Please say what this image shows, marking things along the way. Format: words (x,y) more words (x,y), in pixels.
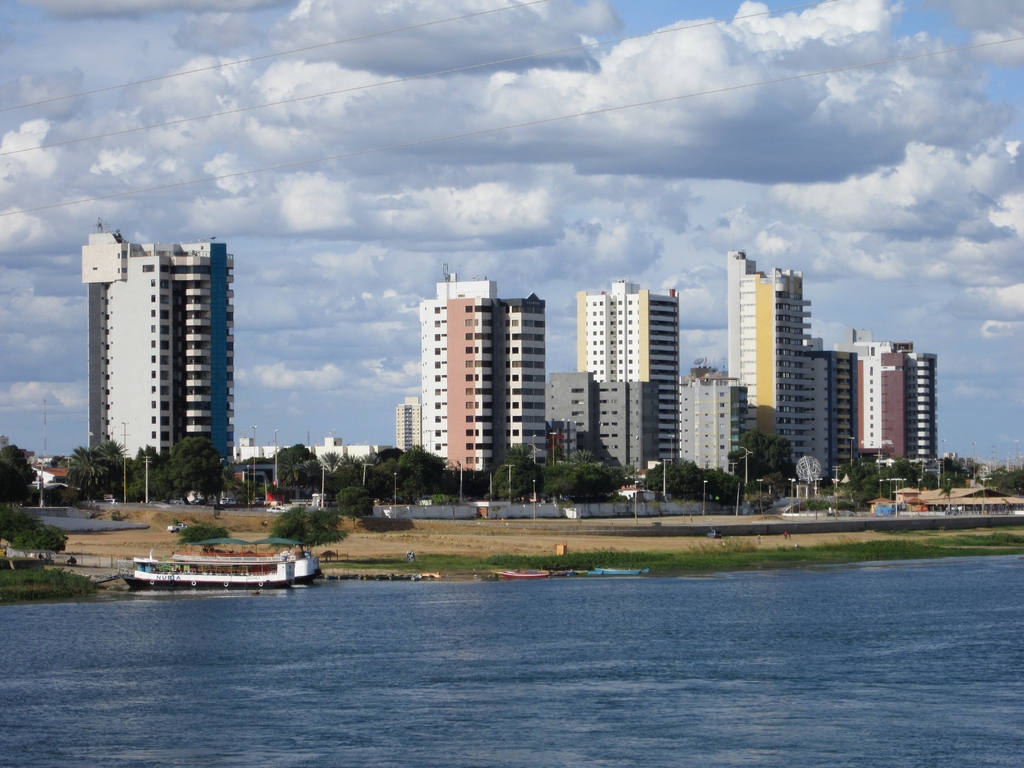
In this image I see buildings (491,362) and I see a boat (291,573) over here and I see the water (610,677) and I see the green grass (492,557) and I see number of trees (3,468). In the background (152,142) I see the cloudy sky (528,203) and I can also see few poles (40,476).
